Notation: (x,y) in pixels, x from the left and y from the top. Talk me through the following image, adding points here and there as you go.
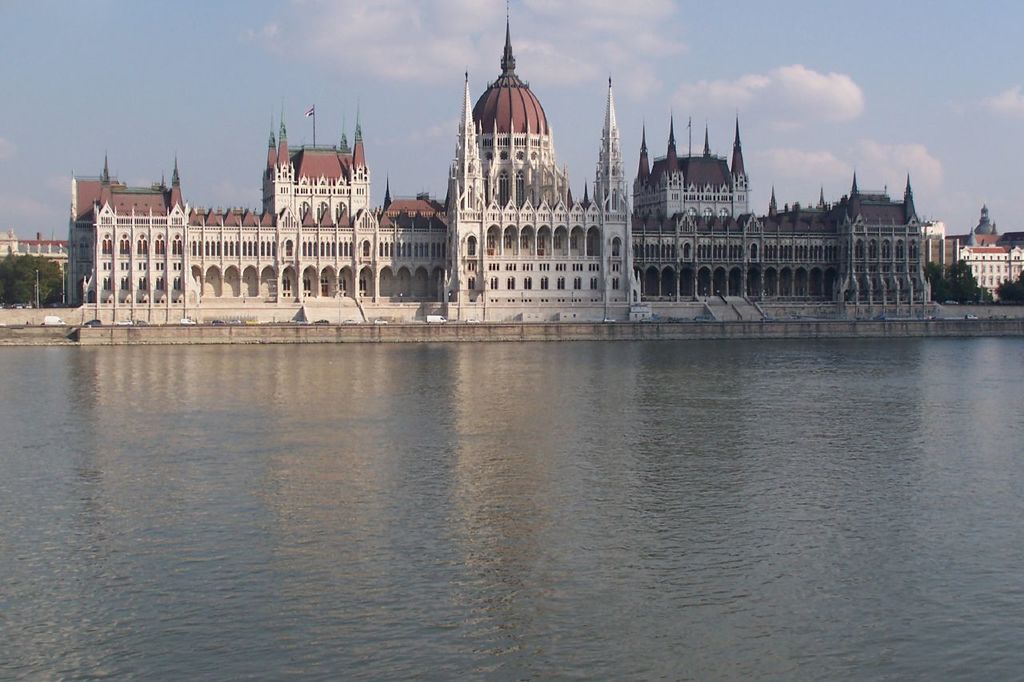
In this image I can see the water (571,480). To the side of the water (462,374) I can see the buildings (464,278) and the trees (55,271). In the background (631,117) I can see the clouds (586,57) and the sky (667,91).
